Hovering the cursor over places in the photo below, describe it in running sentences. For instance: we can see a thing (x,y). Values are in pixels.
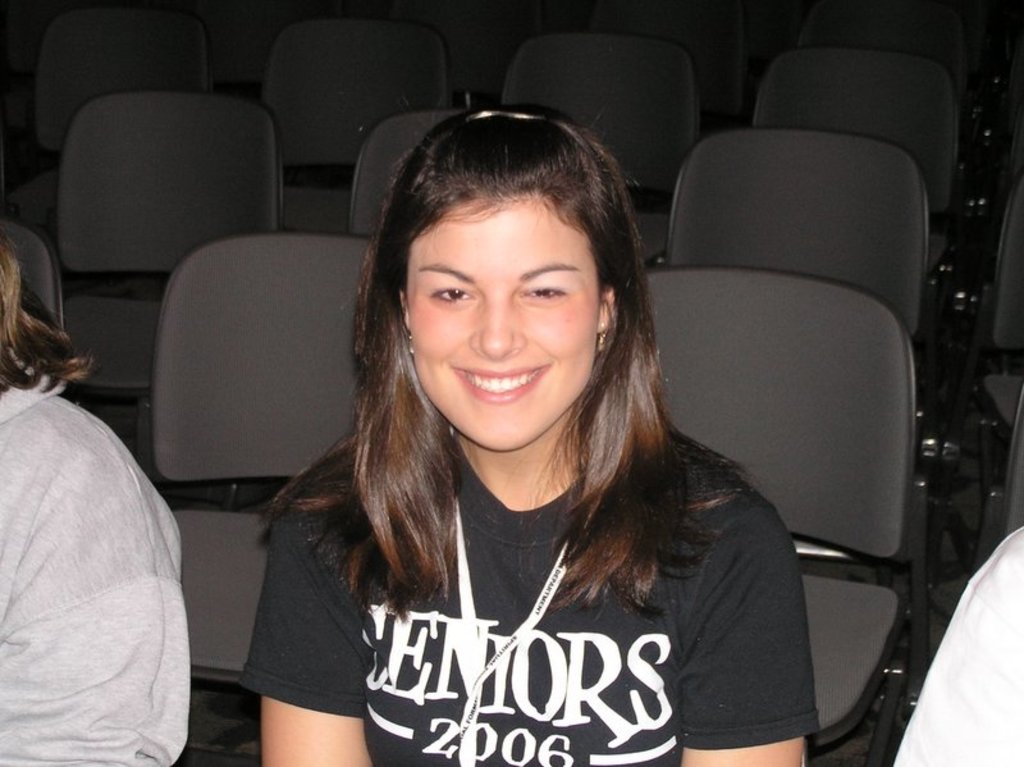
In this image there are three people (724,620) sitting on the chairs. In the center (497,389) there is a woman (413,536) sitting. She is smiling. Behind them there are chairs (841,211).
